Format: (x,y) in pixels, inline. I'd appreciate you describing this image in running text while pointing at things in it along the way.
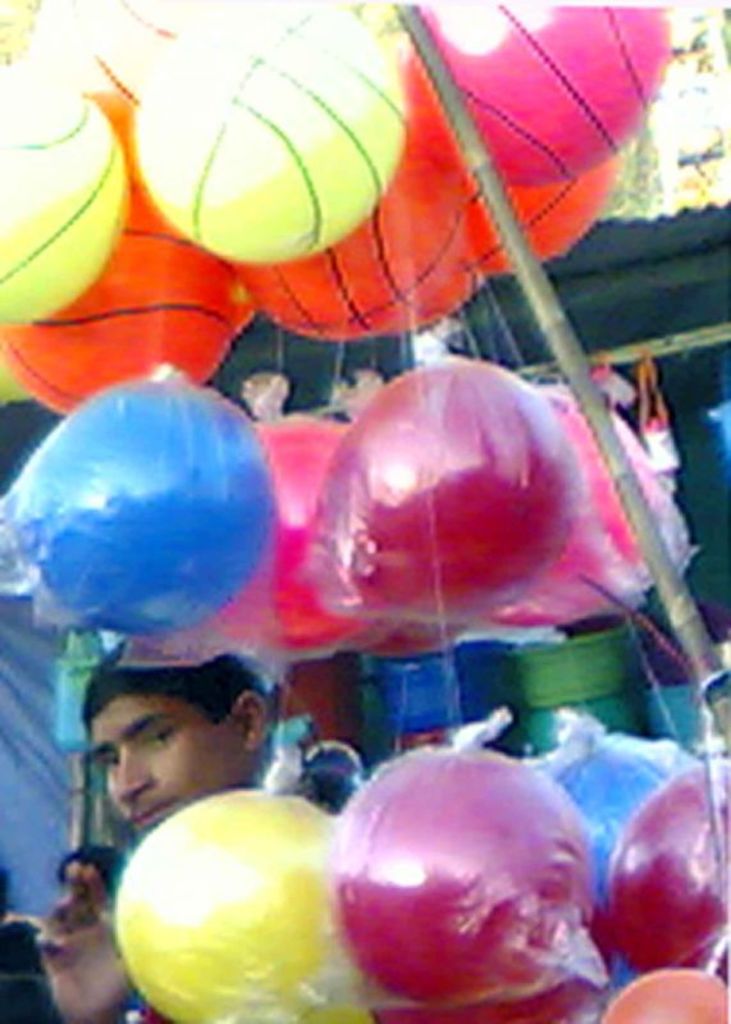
In this image we can see a person (160,669) and there are balls (413,471) tied to the pole (441,73). In the background (644,326) there is a tent (635,295) and we can see plastic vessels (547,691).
